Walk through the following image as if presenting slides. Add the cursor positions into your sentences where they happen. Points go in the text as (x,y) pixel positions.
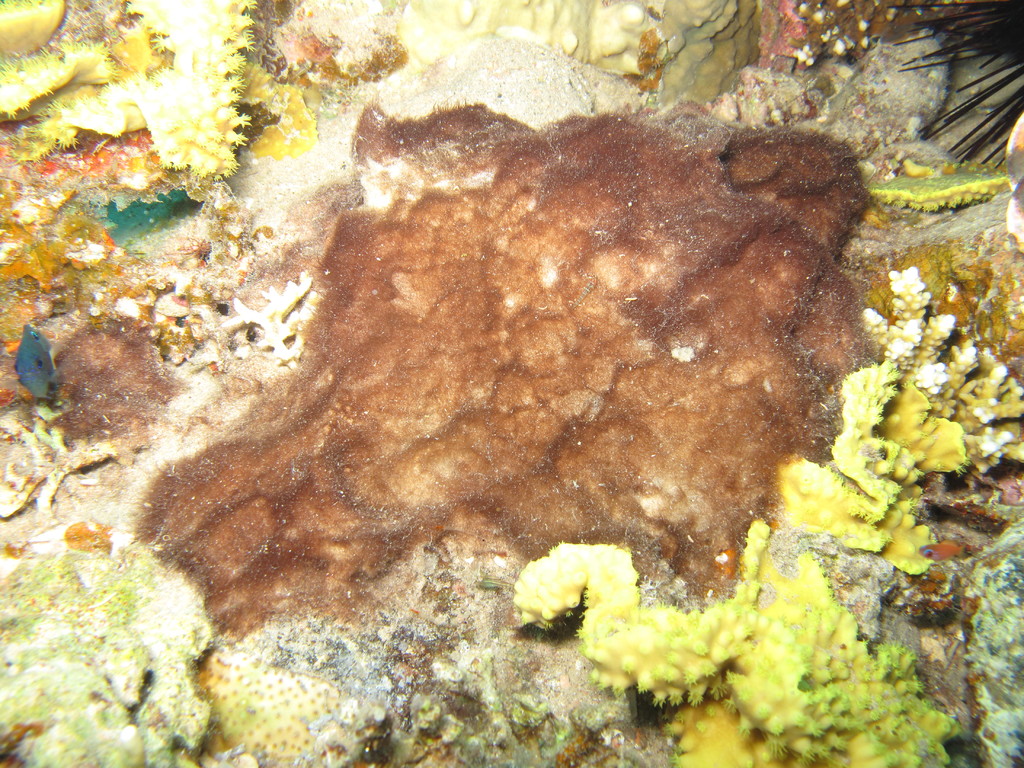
In this image I can see few plants (877,767). I can also see a brown colour patch (428,536) in the centre of this image (393,265).
